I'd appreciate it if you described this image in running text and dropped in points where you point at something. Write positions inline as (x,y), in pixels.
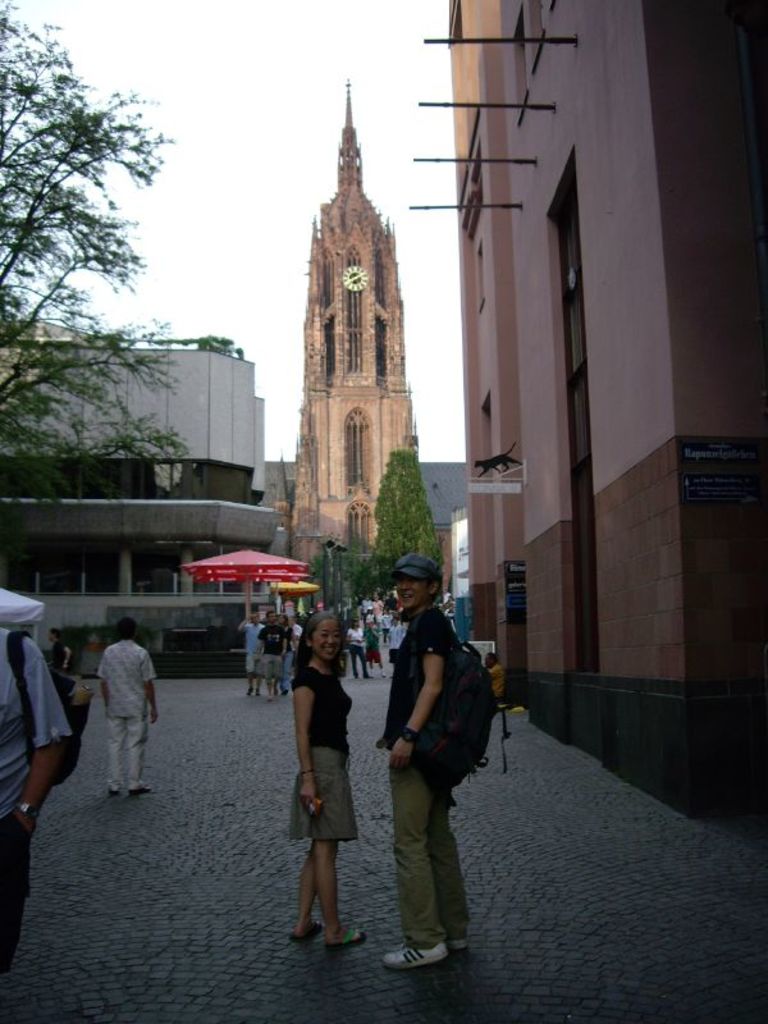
In this image I can see few people (338,740) standing to the side of the building (558,589). These people (43,781) are wearing the different color dresses (137,652). In the back (242,570) I can few umbrellas (270,570) which are in red and yellow color. In the background (339,423) there is a clock tower (333,409), trees (50,416) and the white sky (172,191).
